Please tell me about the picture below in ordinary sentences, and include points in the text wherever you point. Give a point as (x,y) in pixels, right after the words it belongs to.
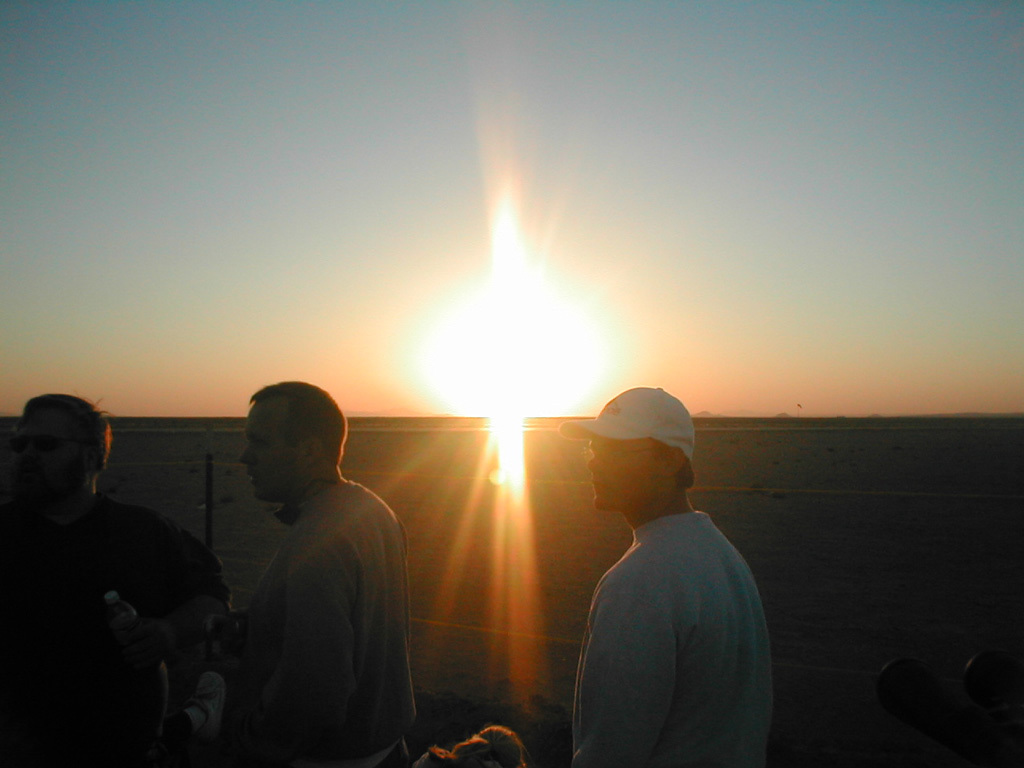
In this picture we can see people (598,683) and in the background (550,630) we can see ground (730,509), sky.
